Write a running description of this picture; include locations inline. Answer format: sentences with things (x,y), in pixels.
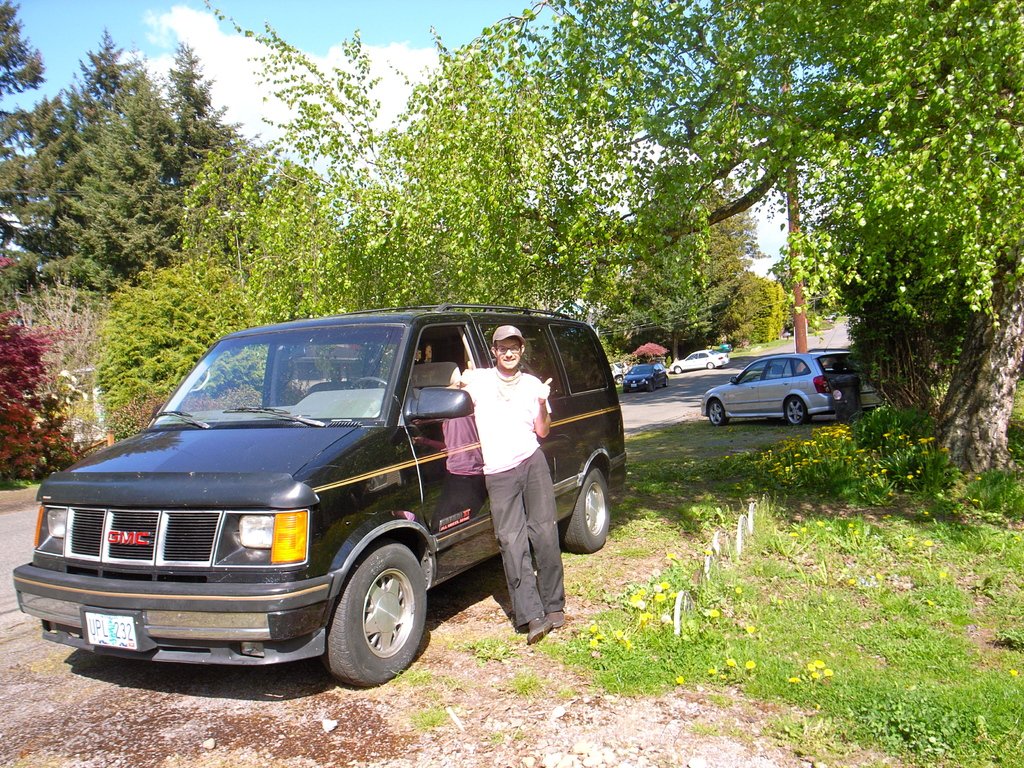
In this picture we can see a person (491,436) standing. There are few cars (392,374) on the path (395,693). We can see some trees (459,154), plants (1022,387) and a pole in the background (786,110). Sky (335,35) is blue in color and cloudy.
